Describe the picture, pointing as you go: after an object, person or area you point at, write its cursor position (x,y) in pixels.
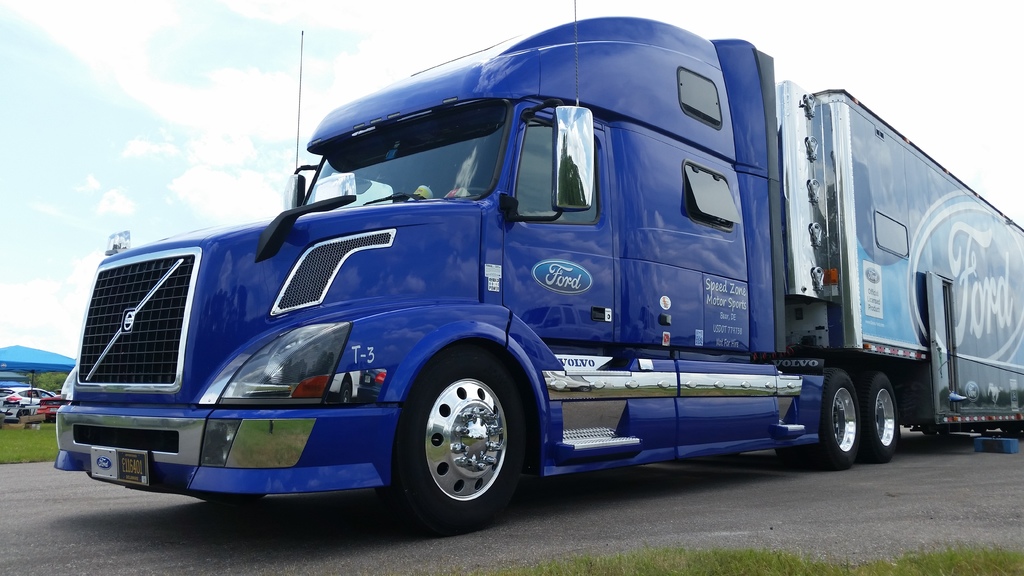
There is a vehicle (490,416) on the road (600,480). Here we can see grass (37,454), cars (54,403), and an umbrella (20,352). In the background (158,100) there is sky (253,64) with clouds (243,93).
